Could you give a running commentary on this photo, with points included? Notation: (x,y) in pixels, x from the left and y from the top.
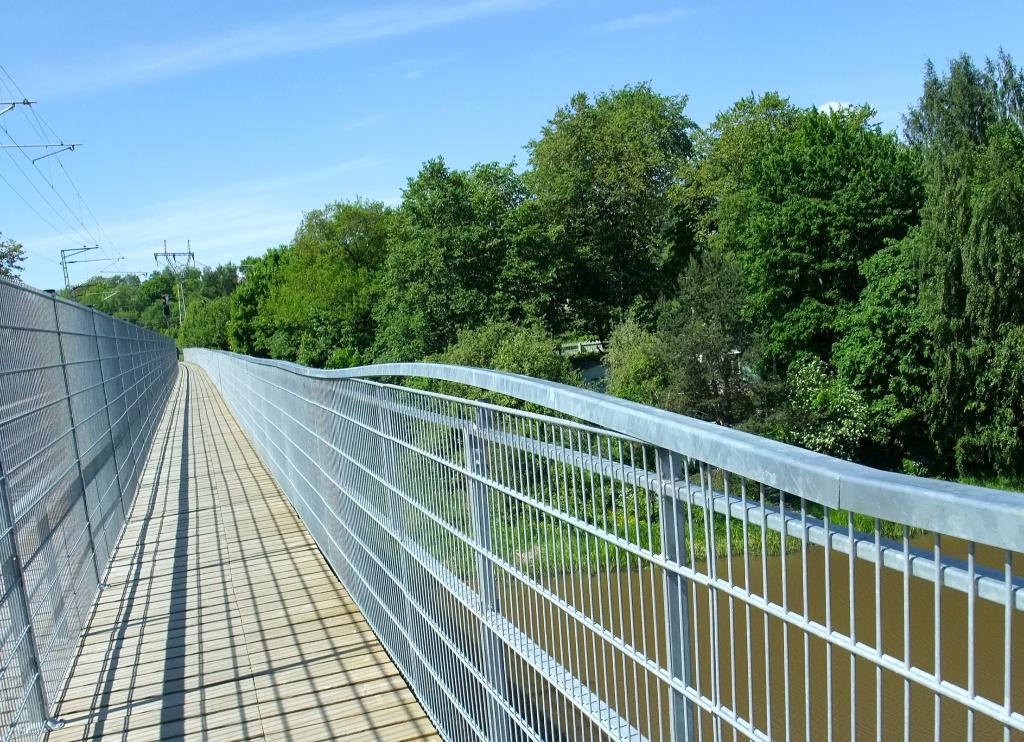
In this picture we can see a path (193,661) and a fence (57,314). There are a few trees (230,286) from left to right. We can see the water (960,648) on the right side (719,618). Sky (360,152) is blue in color.
